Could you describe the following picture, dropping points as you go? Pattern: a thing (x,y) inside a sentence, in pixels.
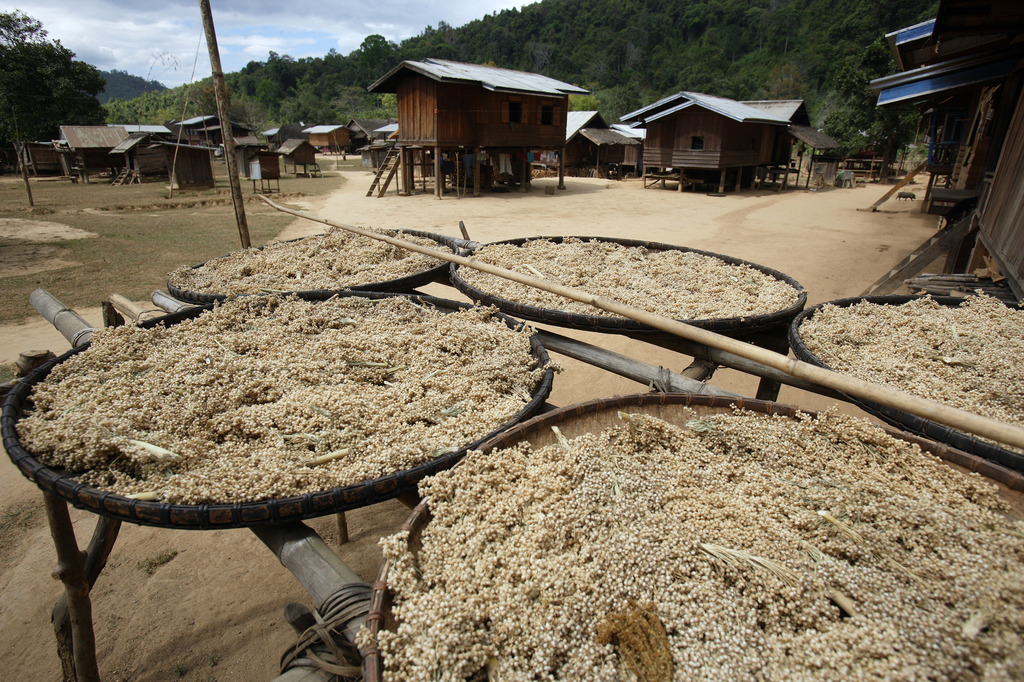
In this image we can see wooden baskets (286,505) on wooden stands (301,565). In the basket (594,526) there are some items (340,349). In the back (568,169) there are huts (308,136). Also there are steps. In the background (12,88) there are trees (12,88) and sky (272,27) with clouds (204,30).
